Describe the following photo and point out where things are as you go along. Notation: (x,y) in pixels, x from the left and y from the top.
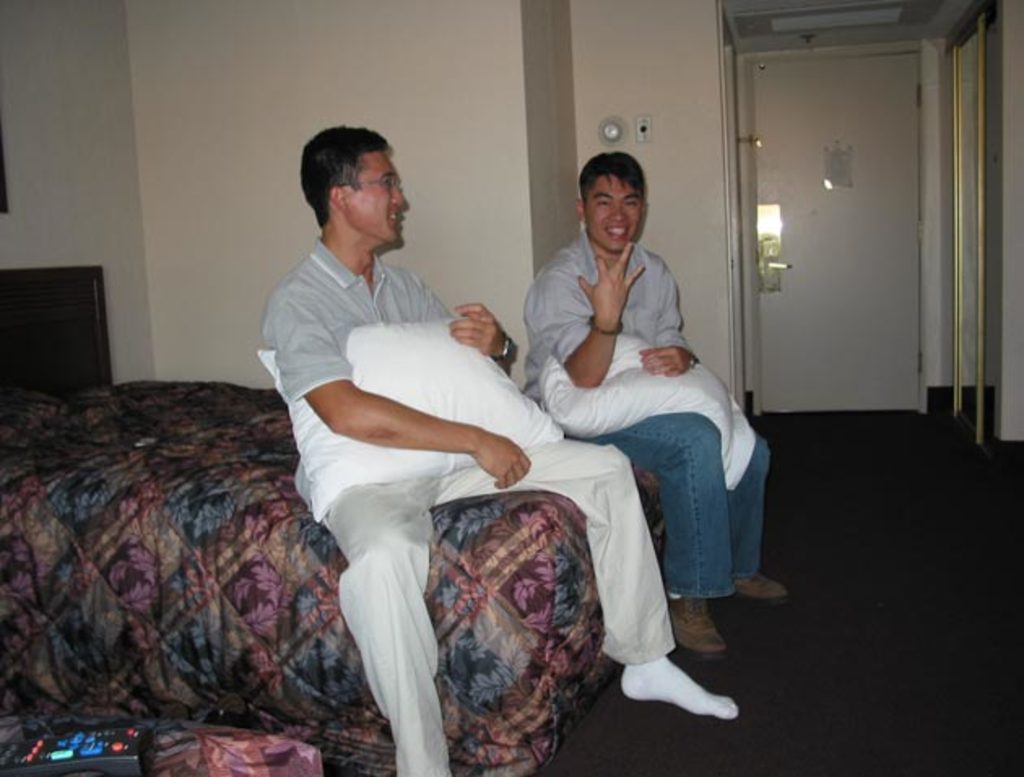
In this image we can see two persons (398,436) are sitting on the bed (87,463) while holding a pillow (600,421). There are bed (153,457) and door (836,259) in the background (759,293).
